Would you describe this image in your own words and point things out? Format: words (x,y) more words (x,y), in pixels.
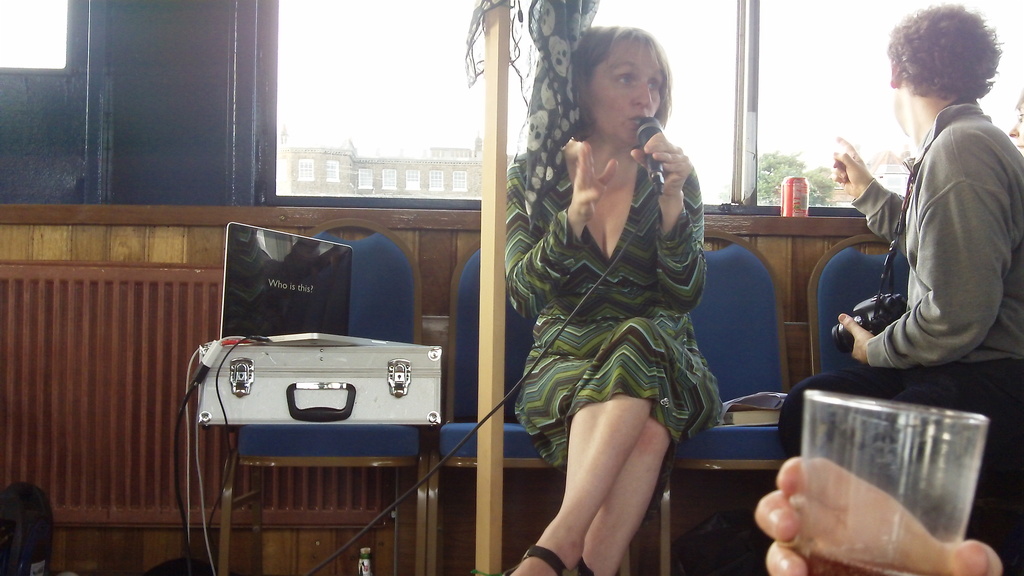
Here there is a woman (572,162) sitting on a chair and talking on the mike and beside to her there is a man (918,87) holding a camera (867,307) in his hand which is on his neck (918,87) and sitting on the chair (851,304) and on the chair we can see a bag (272,377) and on it there is a laptop (272,312). On the right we can see a person face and at the bottom (821,517) there is a hand (815,507) holding a glass (858,453). In the background (181,126) there is a wall (58,97) and glass (876,98). Through the glass (382,133) we can see building (314,173), windows (413,175), trees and sky (792,151).
